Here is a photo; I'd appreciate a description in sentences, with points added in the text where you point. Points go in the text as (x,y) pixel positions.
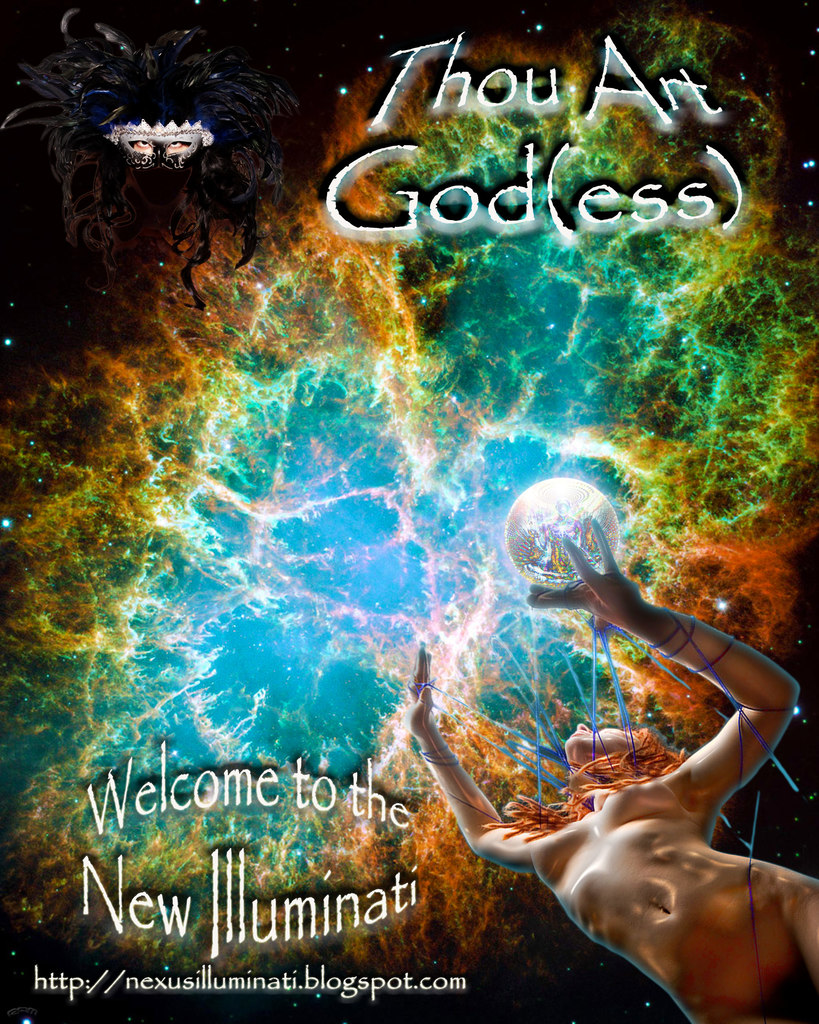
In this image we can see there is a poster (423,686). On the poster (446,836) there is an image (514,836) of a girl (574,848) and some text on it.
